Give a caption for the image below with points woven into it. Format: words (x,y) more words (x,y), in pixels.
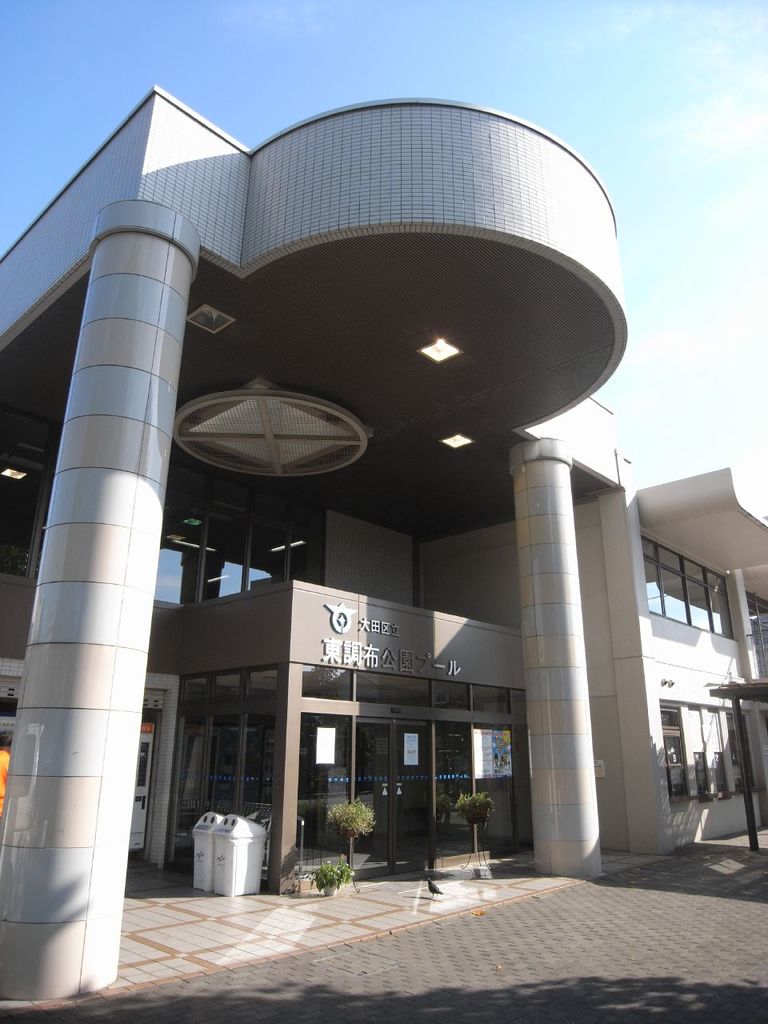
In this image we can see a building (338,551). On the building (357,622) we can see some text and glass (495,728). In front of the building (276,787) we can see few dustbins (230,869), house plants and pillars (580,791). There are few lights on the building (393,374). At the top (397,95) we can see the sky (563,77). On the right (684,778), we can see a few windows (667,548) with glass (713,736) and a pole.
